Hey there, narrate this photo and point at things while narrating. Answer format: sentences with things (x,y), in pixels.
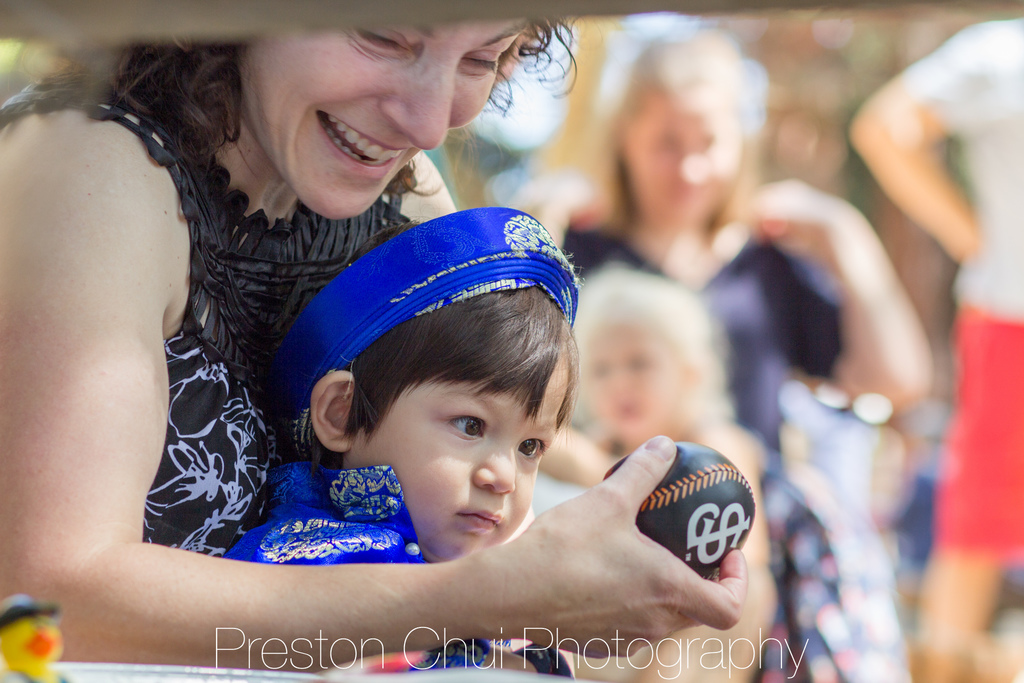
In this image we can see a woman (578,561) and a boy (440,555). We can see the woman (433,596) is holding a ball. On the right side (884,358), we can see few persons (702,275) and the background of the image (807,89) is blurred. At the bottom (711,668) we can see the text (258,636). In the bottom left side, we can see a toy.
